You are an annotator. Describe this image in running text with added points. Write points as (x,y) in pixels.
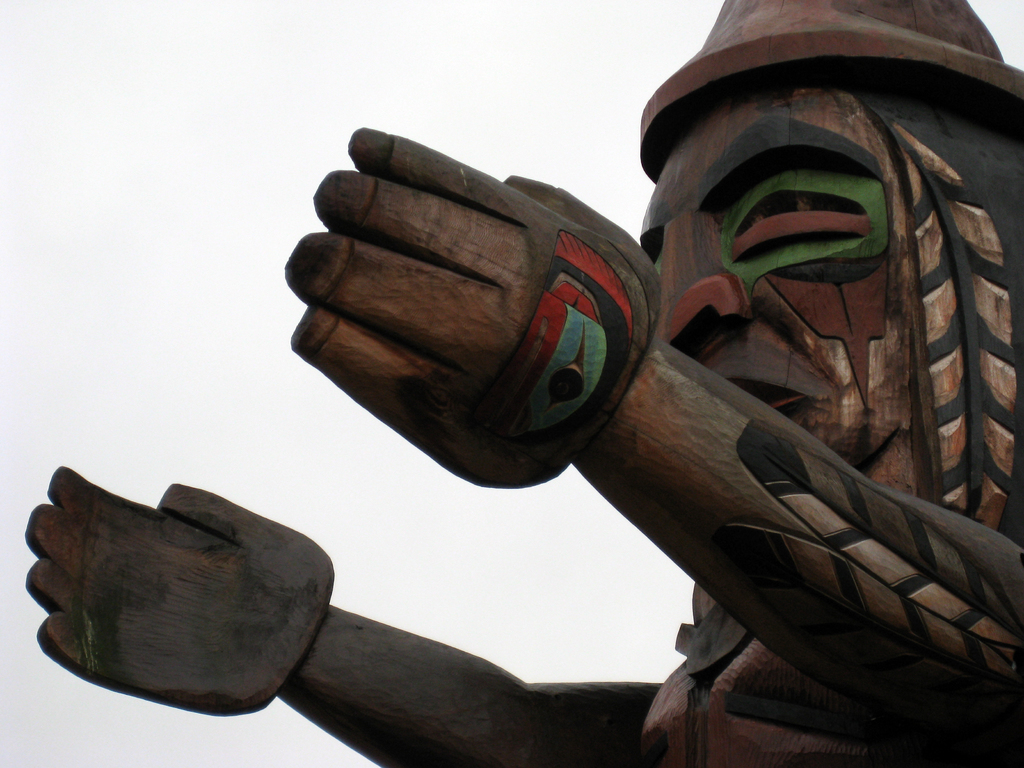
In the picture we can see a wooden sculpture (1005,536) of a tribal man (775,371) with some colors on it and in the background (321,453) we can see a sky (327,465).
